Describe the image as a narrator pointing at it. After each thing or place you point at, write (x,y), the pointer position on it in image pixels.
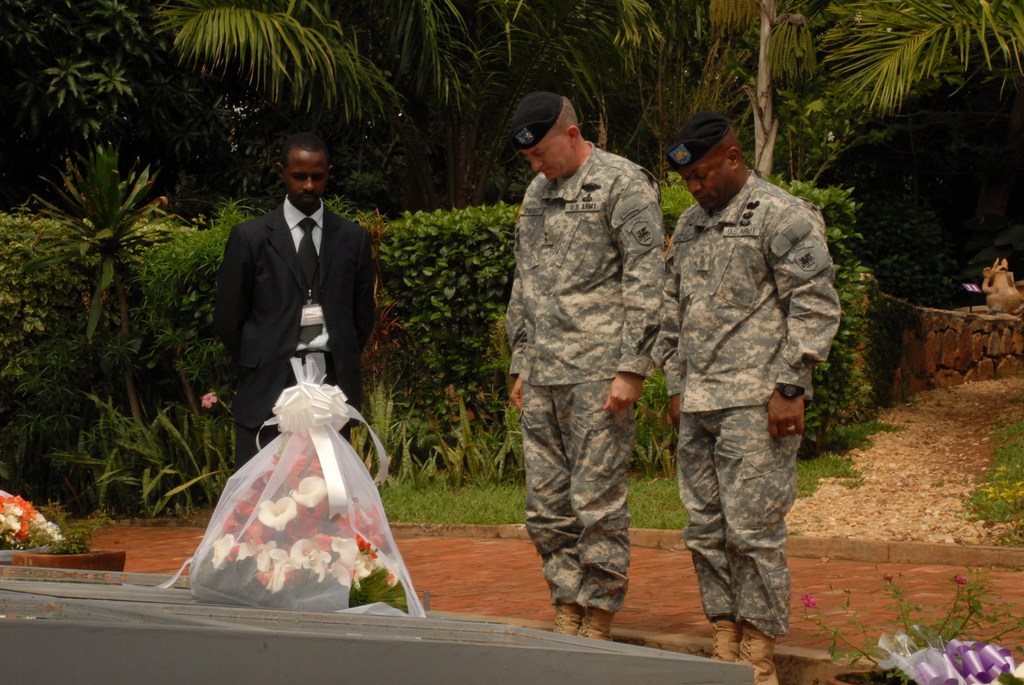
In this image I can see there are three people (353,333) standing at the bottom left side (240,508) I can see flowers (243,553) and at the back side (137,291) there are many plants (415,218) and trees (401,161).
